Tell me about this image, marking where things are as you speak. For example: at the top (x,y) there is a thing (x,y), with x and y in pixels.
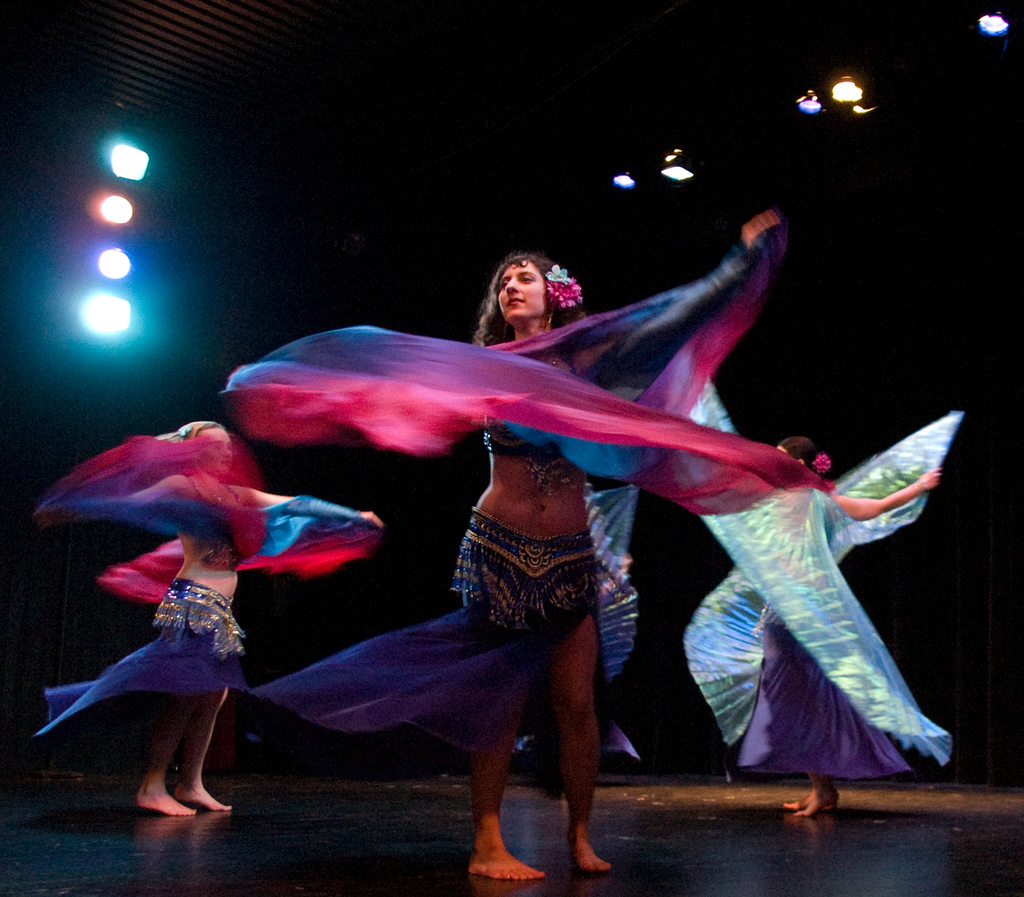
In this image, we can see three persons (766,686) wearing clothes (714,711). There are lights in the top left (91,240) and in the top right of the image (696,181).
